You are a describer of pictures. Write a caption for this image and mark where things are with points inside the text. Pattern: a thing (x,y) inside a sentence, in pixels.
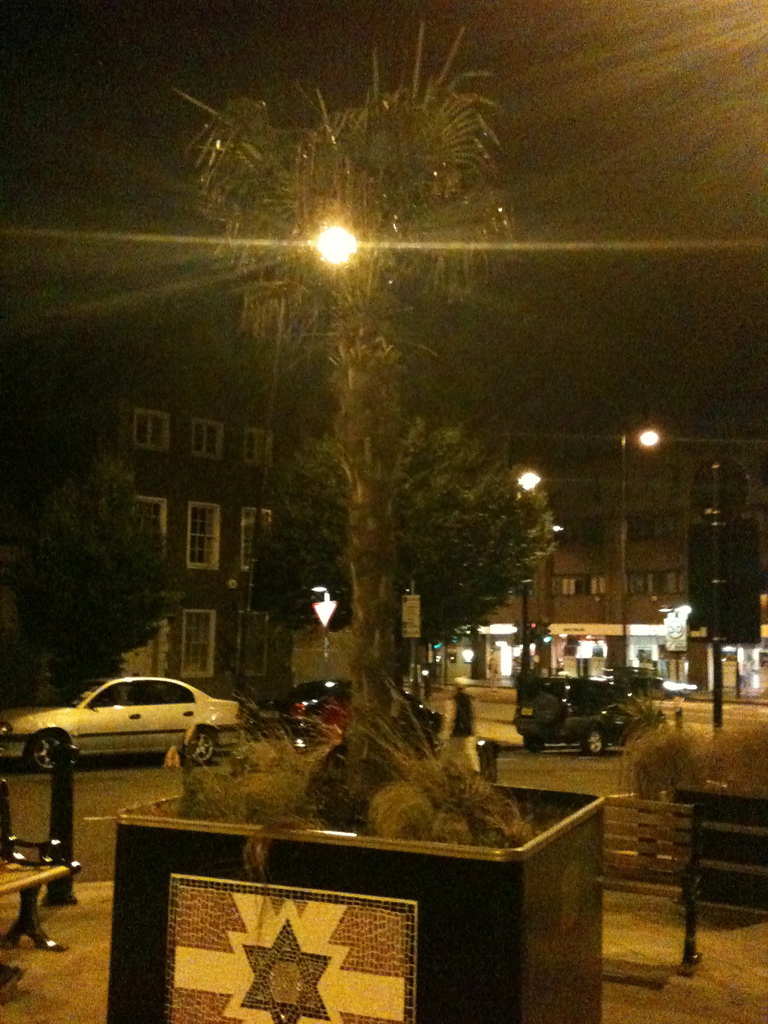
In this image there are vehicles (419,714) on the road (85,781). Left side (30,877) there is a bench (28,886) on the path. There is a tree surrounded by a wall (360,898). Right bottom there is a bench (655,806). There are plants (751,788) behind the fence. There are street lights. Background (648,549) there are trees (25,582) and buildings (226,559). Top of the image (598,119) there is sky (519,121).
